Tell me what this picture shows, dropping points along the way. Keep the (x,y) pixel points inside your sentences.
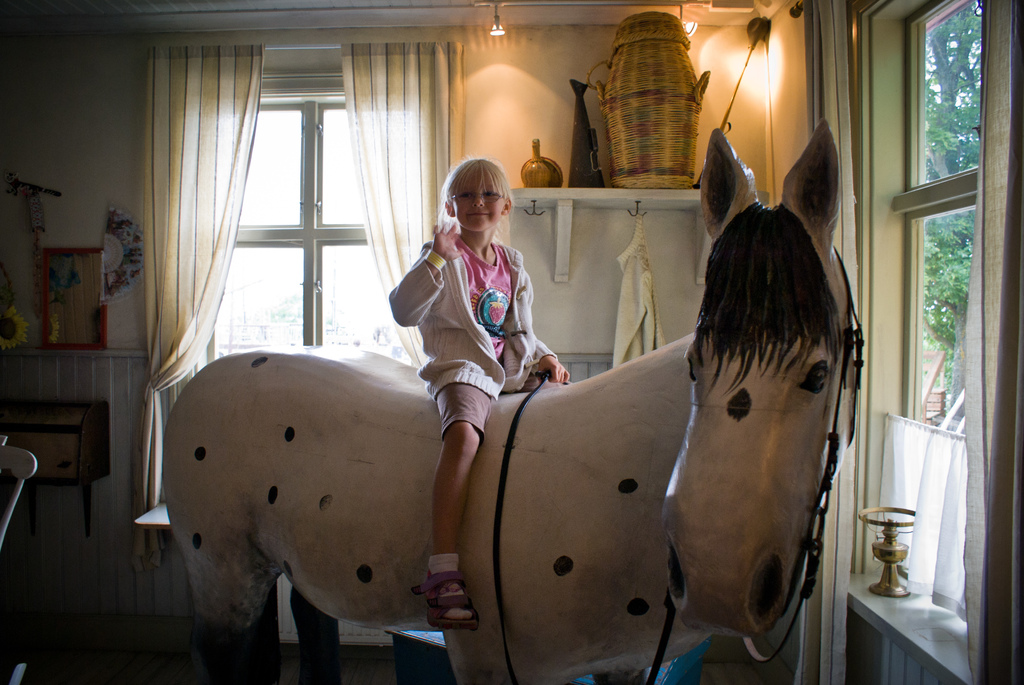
Here we can see a child (487,238) sitting on a horse doll (544,396) and behind her we can see window (276,277) and curtains (412,194) and in front of her also we can see Window (868,106) and greenery (950,310) outside.
